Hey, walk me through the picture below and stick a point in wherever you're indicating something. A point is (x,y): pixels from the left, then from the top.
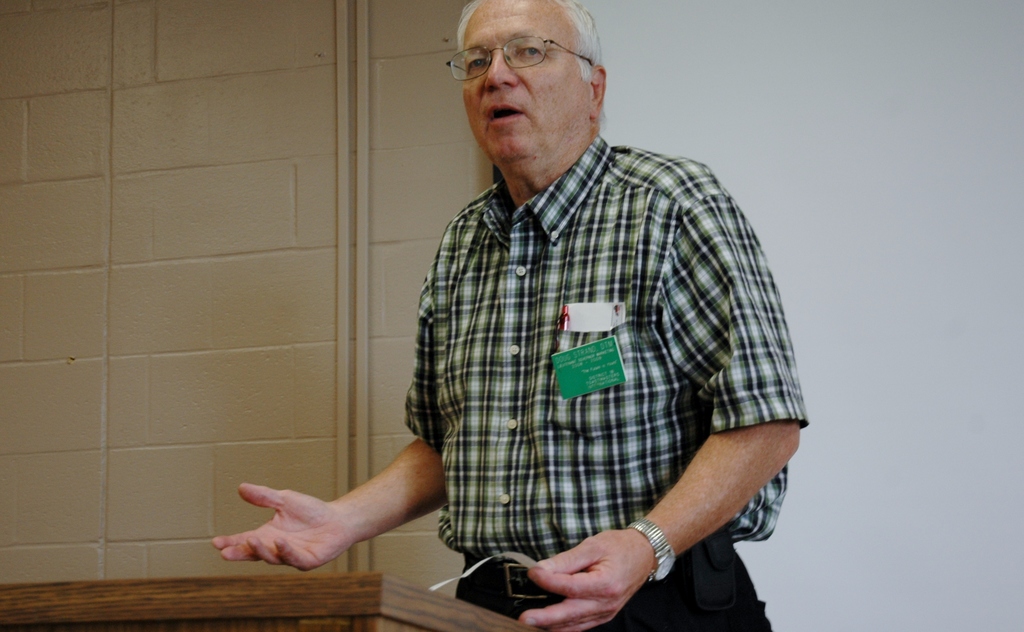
In this image in the center (534,310) there is one person (522,341) who is talking, and he is holding a paper (441,581) and in front of him there is podium (476,609). In the background (111,441) there is a wall (348,222) and board (866,360).
